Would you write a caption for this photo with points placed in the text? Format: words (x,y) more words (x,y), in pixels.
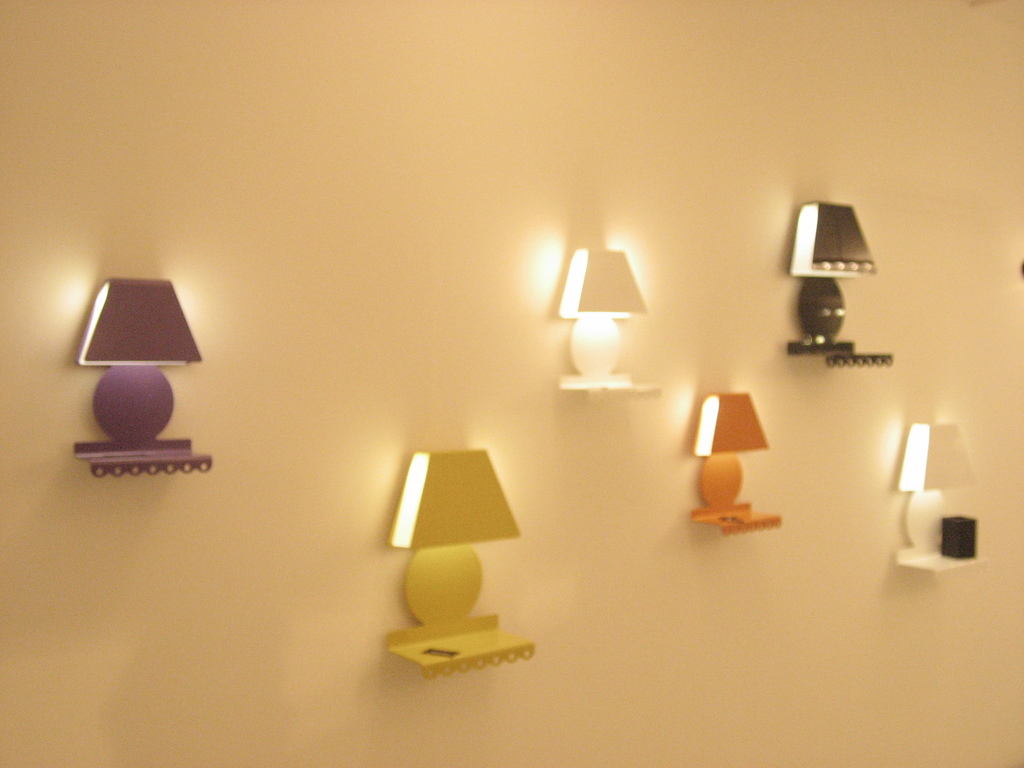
In the foreground of this image (163,373), there are lamp stands (743,513) on the wall (265,356).
